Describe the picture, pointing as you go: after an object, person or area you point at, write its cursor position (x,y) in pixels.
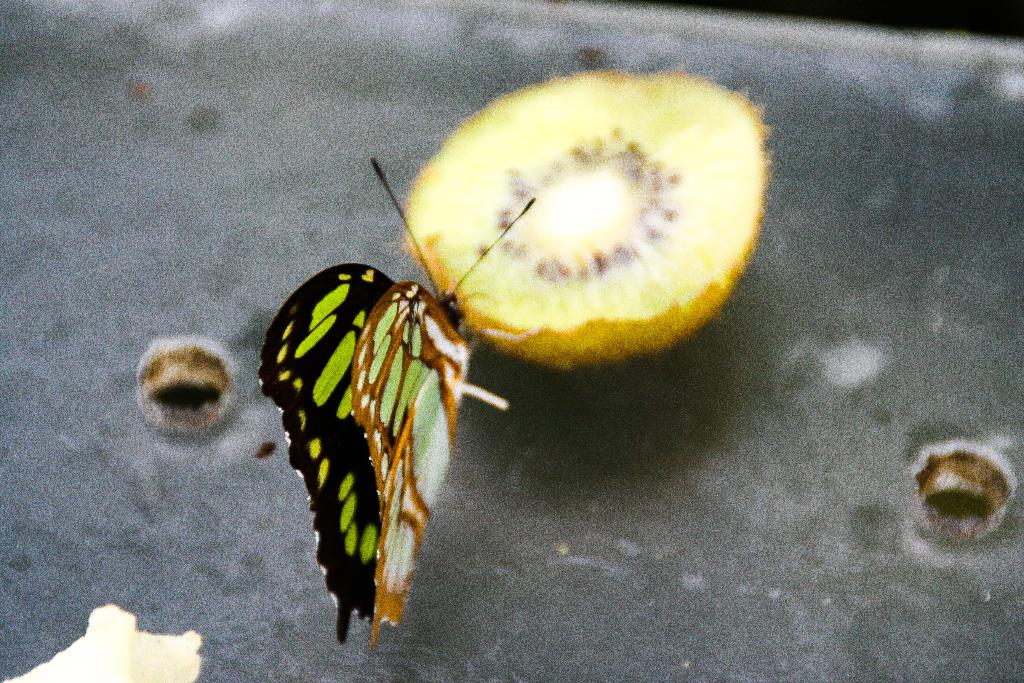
In this image there is a butterfly (389,313) on a fruit (684,96), in the background (808,676) there is a box (64,184), to that box (213,298) there are two holes (965,511).
